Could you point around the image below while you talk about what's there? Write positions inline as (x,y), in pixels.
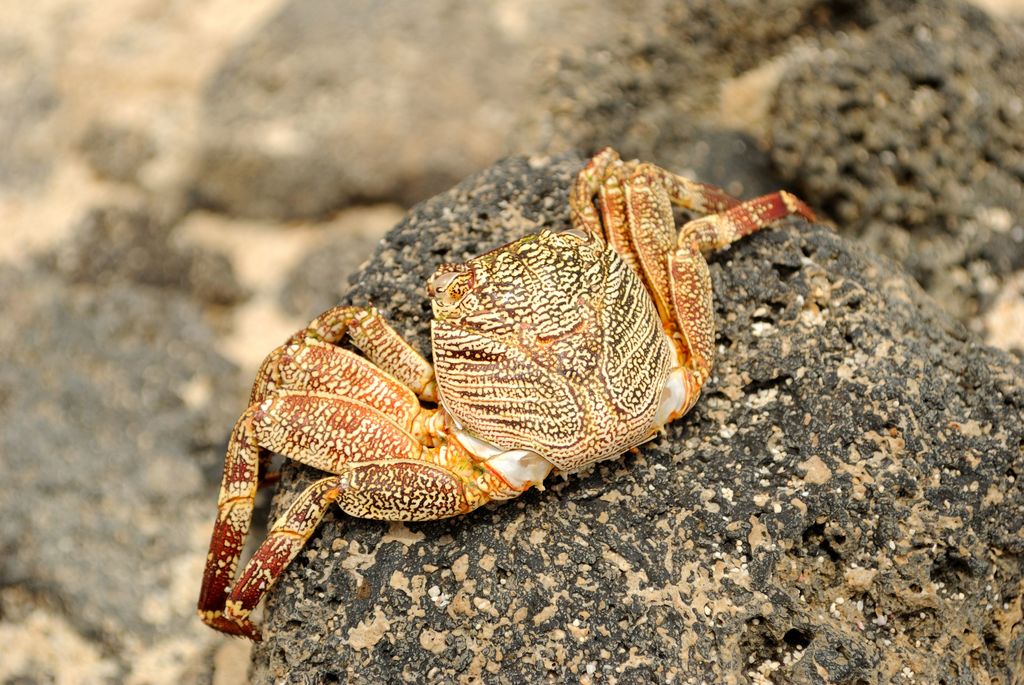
In the center of the image (627,320) we can see a crab (572,413) on the stone (849,414). In the background (601,135), we can see it is blurred.
